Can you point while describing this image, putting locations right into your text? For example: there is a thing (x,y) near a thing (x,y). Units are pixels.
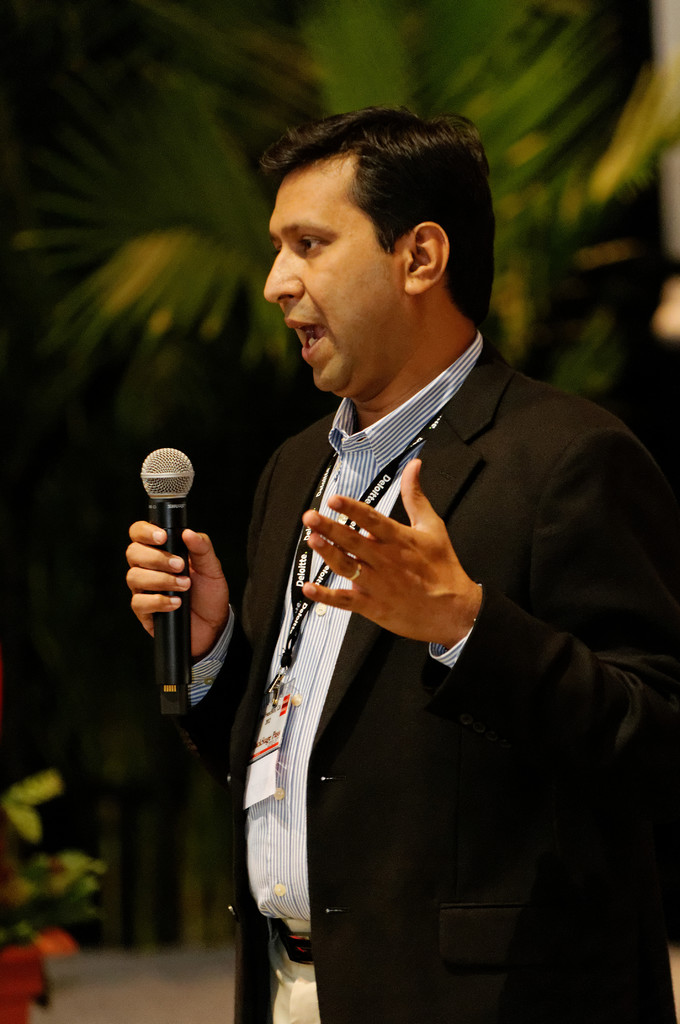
In this image i can see a man (424,451) standing and talking holding a microphone (157,510) at the back ground (99,302) i can see a tree (78,229).
